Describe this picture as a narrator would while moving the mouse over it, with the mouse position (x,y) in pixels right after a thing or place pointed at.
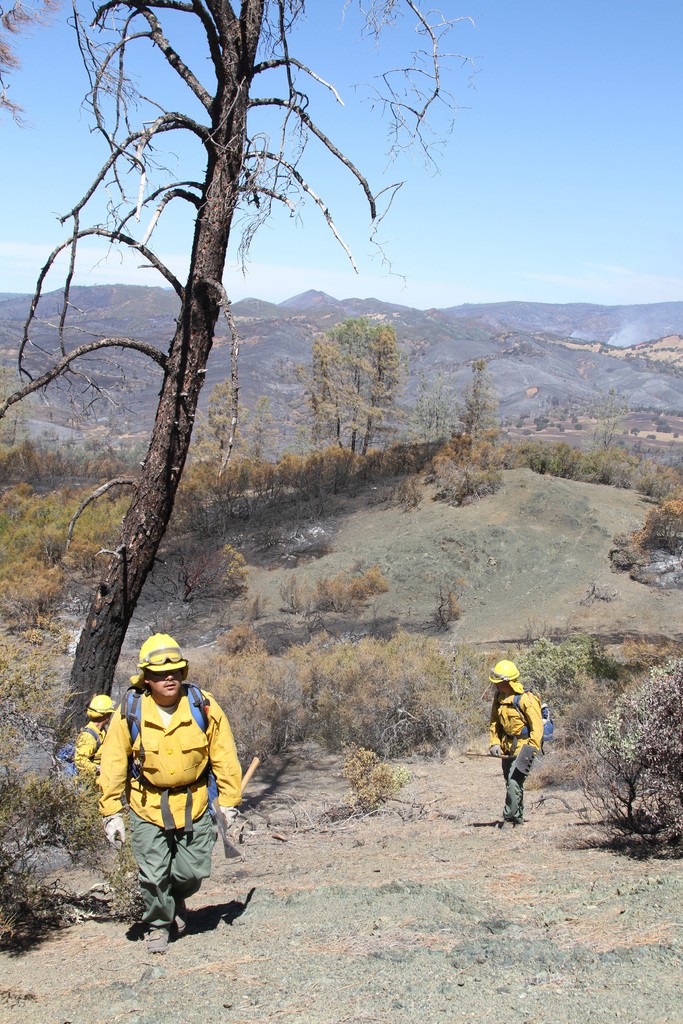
In this image I see 3 persons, who are on the path (676,978) and there are few plants (7,732), trees (320,390), mountains (3,307) and the sky (181,271) in the background (293,121).
